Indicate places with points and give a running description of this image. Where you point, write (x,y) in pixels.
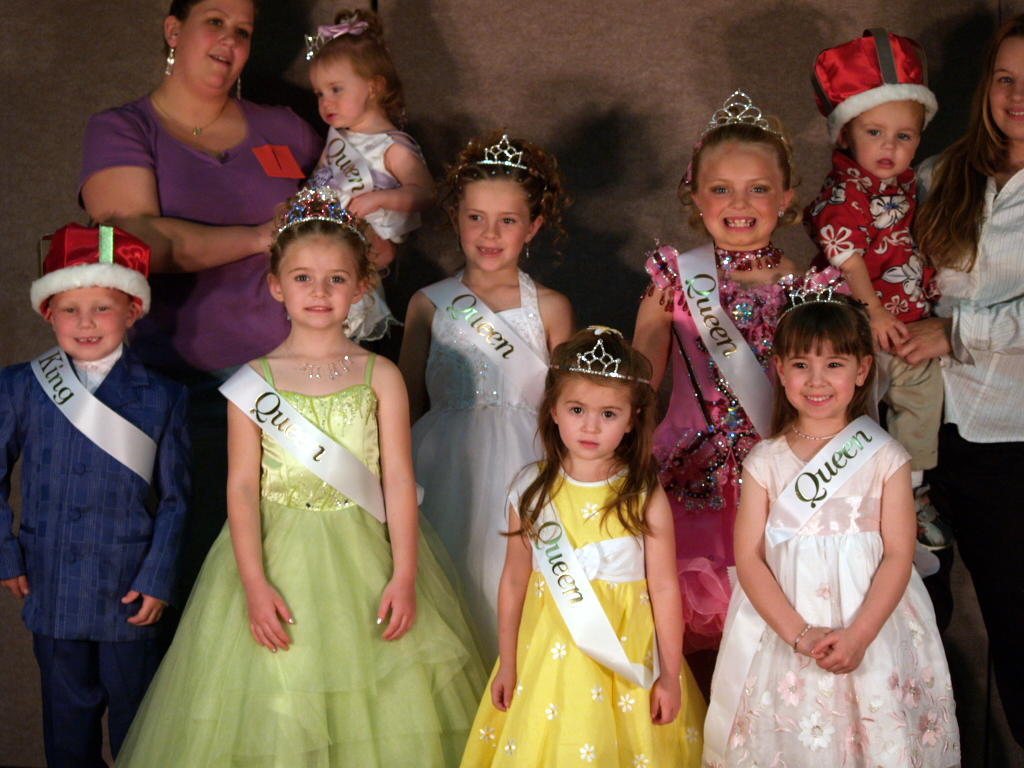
In this image there are children (361,488) standing. Behind them there are two women (165,199) standing. They are holding kids (861,203) in their hands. In the background (400,56) there is a wall (114,61).
